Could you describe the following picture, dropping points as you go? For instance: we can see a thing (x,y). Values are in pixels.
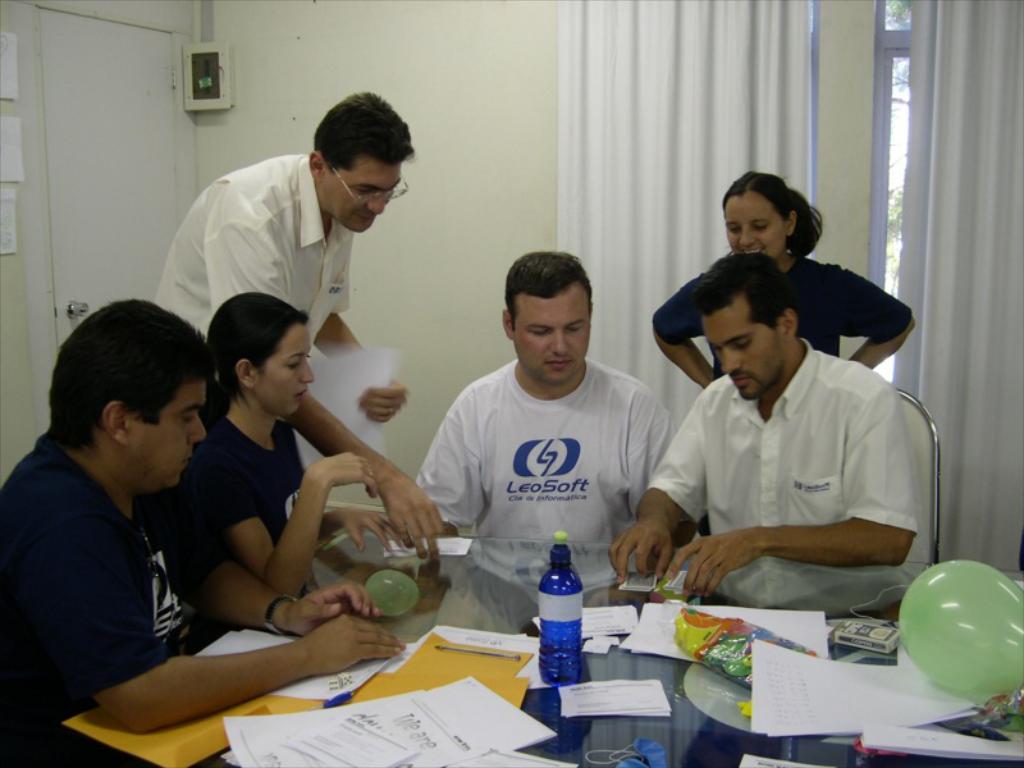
In the picture I can see six persons (766,375). I can see four of them (773,430) sitting on the chairs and two of them (778,205) standing on the floor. I can see a man (718,343) on the right side (799,425) is wearing a shirt (794,509) and he is holding the playing cards (685,577) in his hands (639,538). I can see the glass table (524,698) at the bottom of the picture (581,677). I can see the files (442,658), papers (807,626), a bottle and balloon (985,626) are kept on the glass table (659,674). There is a door (152,163) on the top left side of the picture (118,119). In the background (805,179), I can see the glass window (872,116) and curtains (911,134).
